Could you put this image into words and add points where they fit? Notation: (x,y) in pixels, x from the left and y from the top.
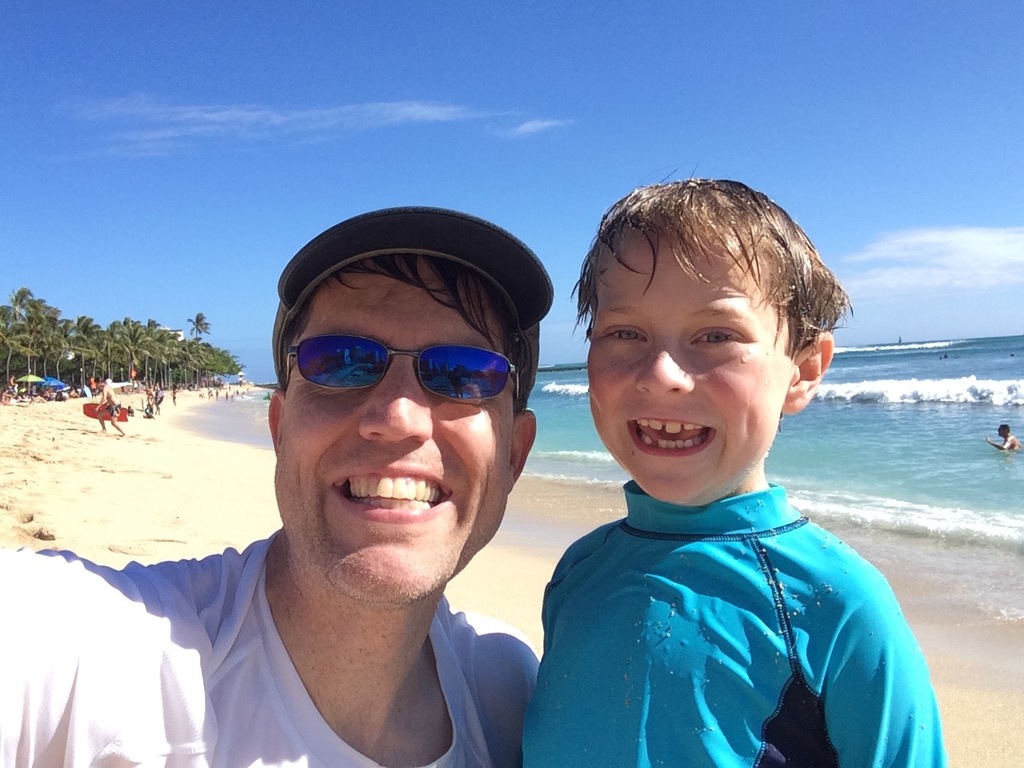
In this image we can see a person (208,664) wearing white color T-shirt (208,631), goggles (439,392) and cap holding a kid (571,710) in his hands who is wearing blue color dress (606,616) and in the background of the image (158,394) we can see some persons (145,413) standing and sitting at the seashore (54,495) and some are playing in the water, there are some trees (122,341) and top of the image (452,113) there is clear sky (397,100).
